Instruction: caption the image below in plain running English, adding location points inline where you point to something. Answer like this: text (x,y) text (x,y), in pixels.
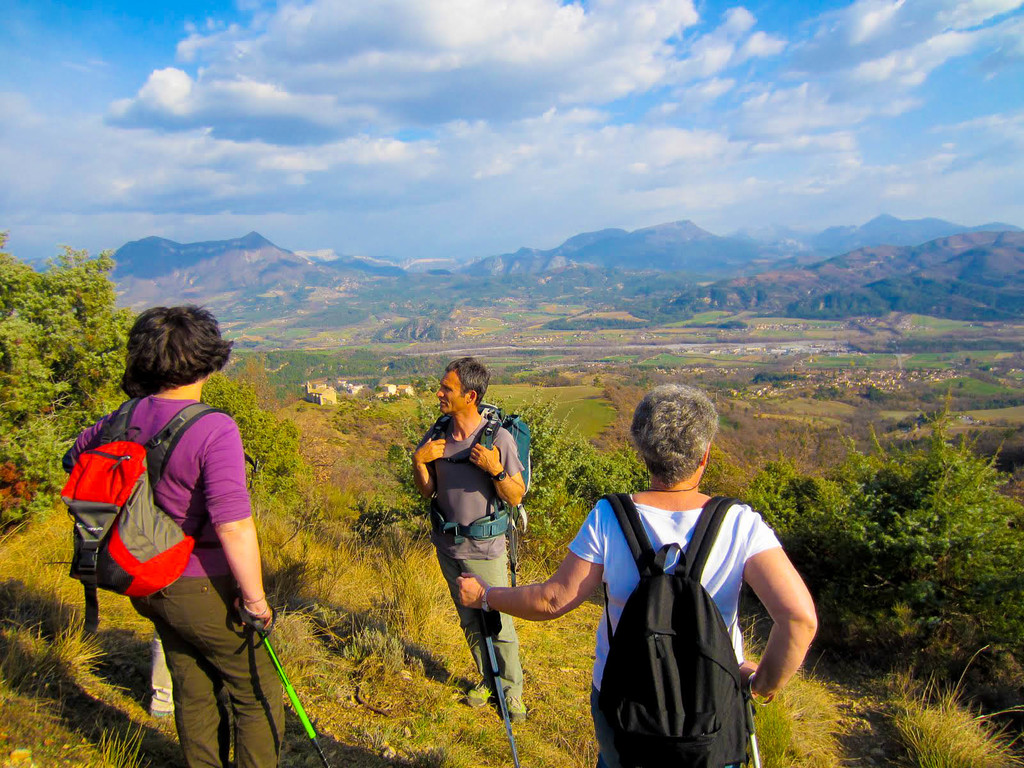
As we can see in the image there a sky (75,111), clouds (94,172), trees (9,402), hills (449,280), grass (279,559) and three people (125,426) standing.
